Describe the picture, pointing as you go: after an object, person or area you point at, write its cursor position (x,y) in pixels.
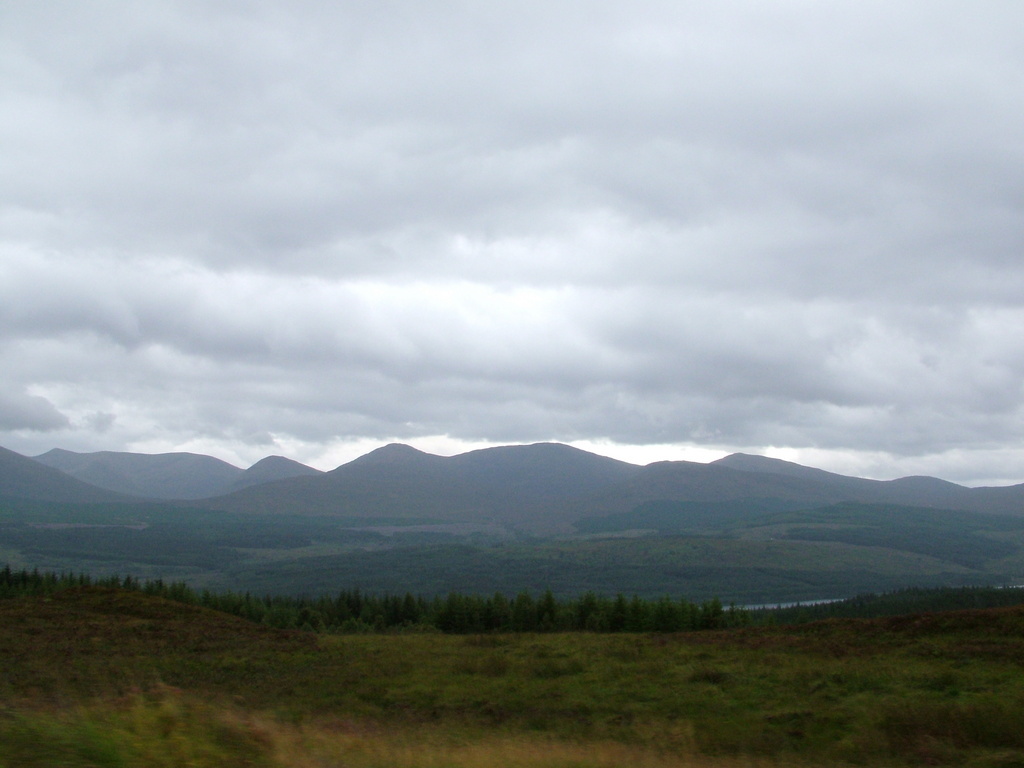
Here in this picture we can see the ground (341,691) is fully covered with grass (623,674), plants (122,643) and trees (293,576) all over there and we can also see mountains (389,488) that are covered with grass (208,508) and plants (802,521) and we can see the sky (306,449) is fully covered with clouds (395,309) over there.
